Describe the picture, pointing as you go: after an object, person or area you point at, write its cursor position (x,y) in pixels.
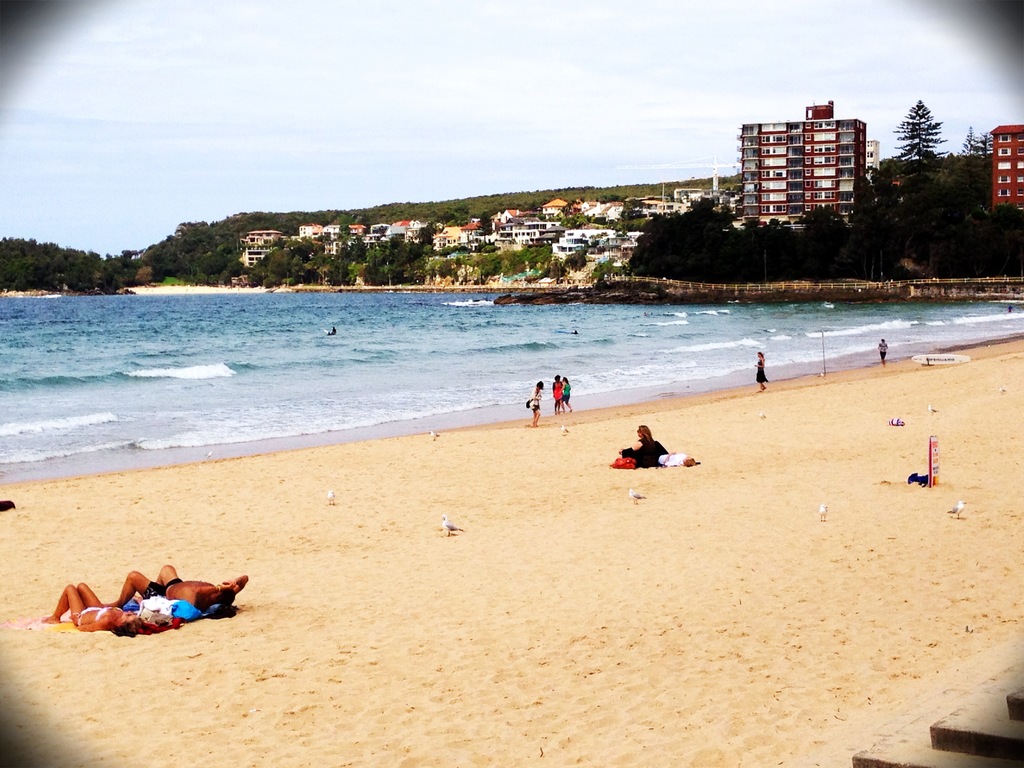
In this picture we can see a woman (641,467) sitting, two people (211,583) lying and some people (885,348) standing on sand (706,600), birds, water (258,367), trees (384,264), buildings (822,202) and some objects (938,446) and in the background (428,175) we can see the sky (234,148).
